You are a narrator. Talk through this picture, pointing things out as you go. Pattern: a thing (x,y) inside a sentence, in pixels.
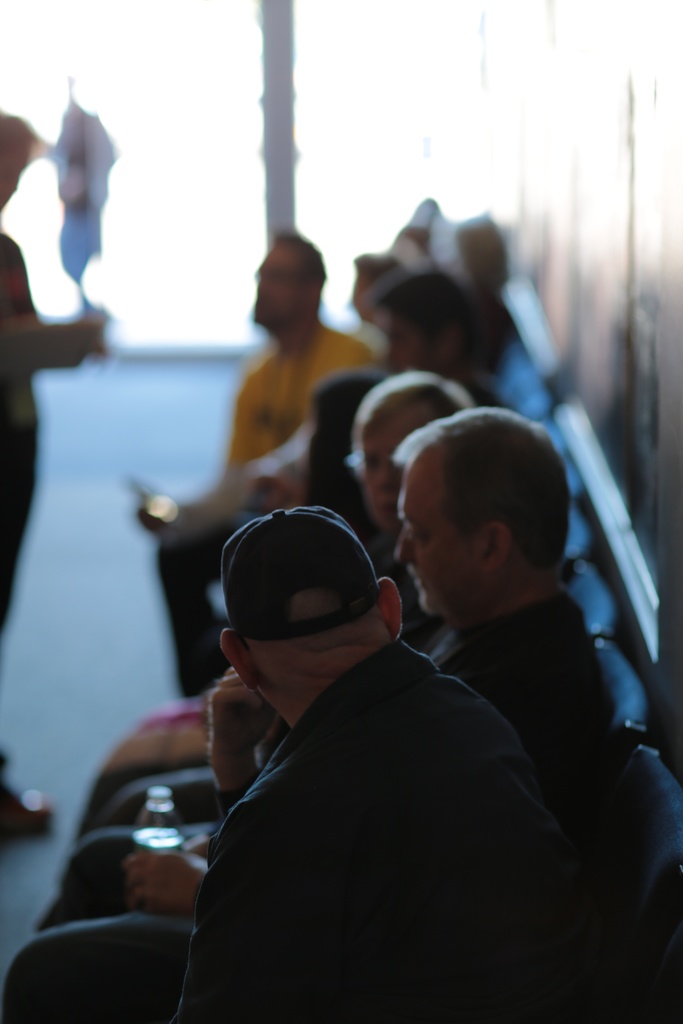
The picture consists of people (307,643) sitting in chairs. In the background (283,106) it is blurred.
